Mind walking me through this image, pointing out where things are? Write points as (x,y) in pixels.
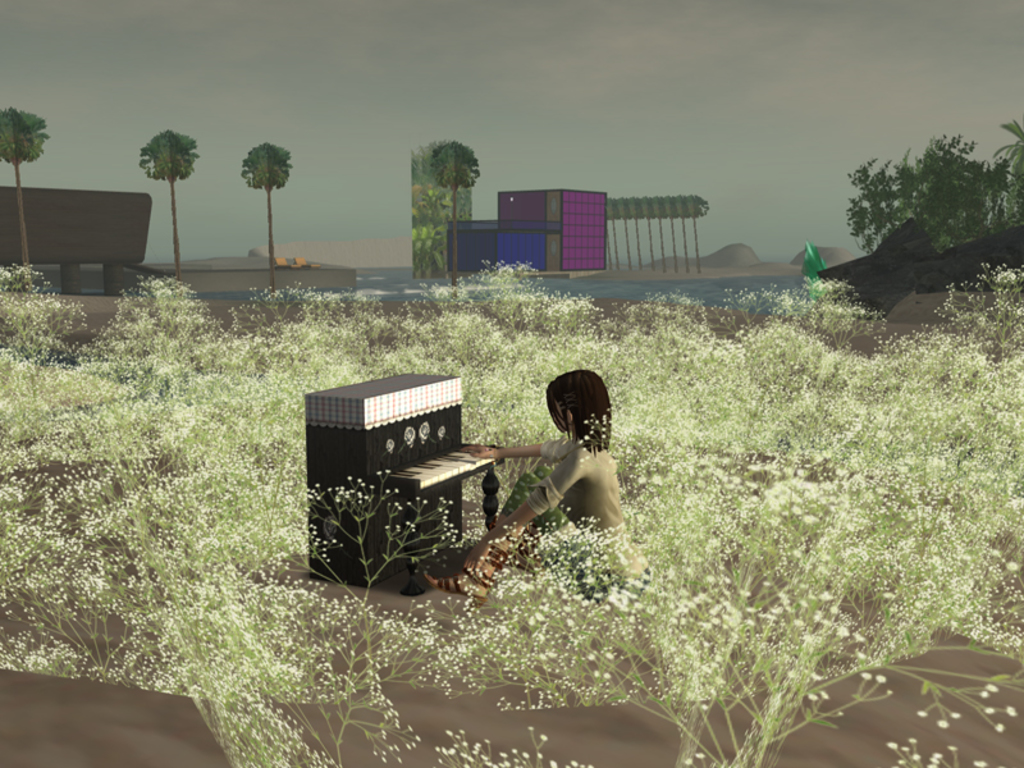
This is an animated image. In the foreground (108,467) we can see the plants (656,571) and a person (605,506) sitting on the ground (463,557) and playing a piano (439,475). In the background (747,242) we can see the sky (551,147), tree (944,208) and some buildings (554,242) and some other objects (85,262).
